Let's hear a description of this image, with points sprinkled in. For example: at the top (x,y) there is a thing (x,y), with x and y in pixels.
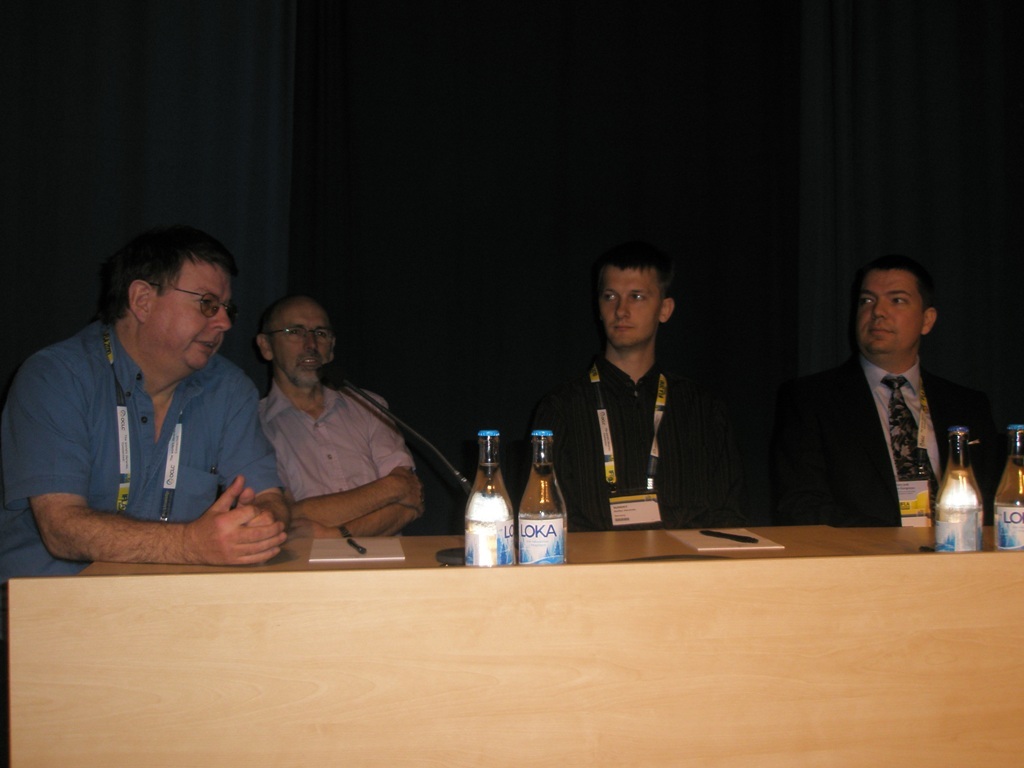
In this image we can see a four people (20,573) sitting on a chair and the person (12,525) on the left side (26,532) is speaking on a microphone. This is a wooden table (660,549) where water bottles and books (370,544) are kept on it.
